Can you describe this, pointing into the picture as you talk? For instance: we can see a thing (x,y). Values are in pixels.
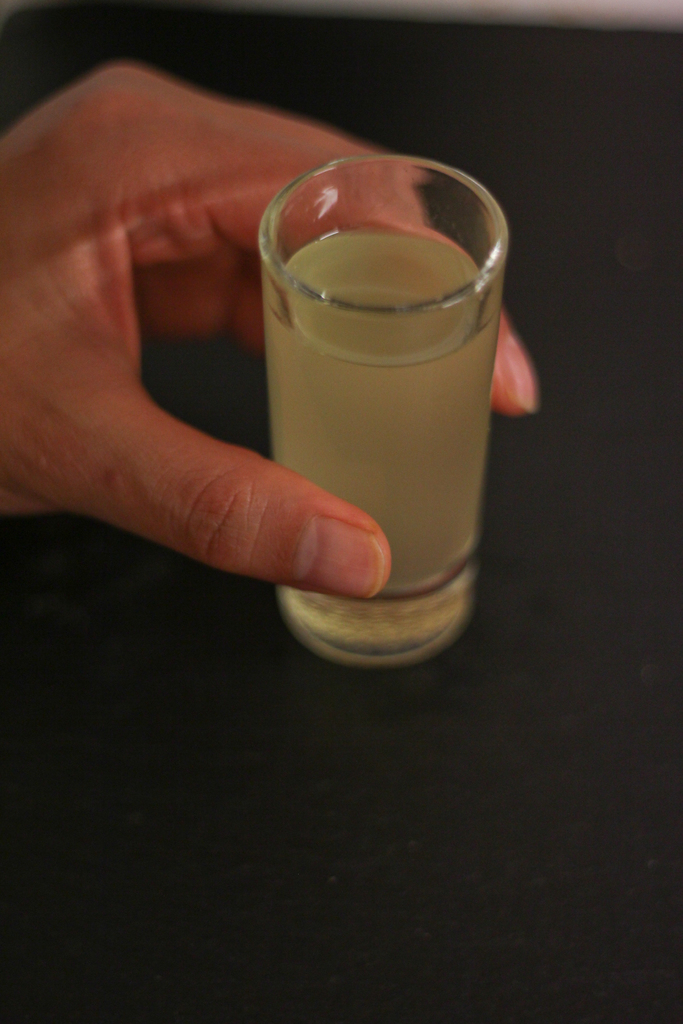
We can see a person hand (143,151) holding a glass (291,445) with drink (298,304) on the black surface (544,539).
